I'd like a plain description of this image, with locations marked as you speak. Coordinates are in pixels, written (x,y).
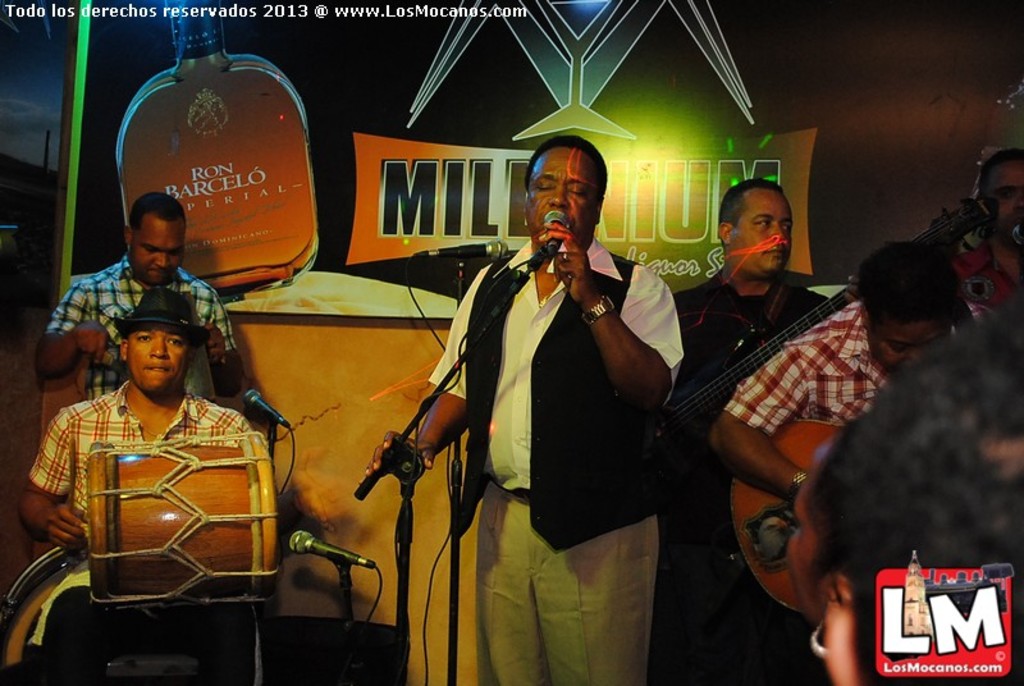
As we can see in the image, there is a banner (475,125). The man (166,407) on the left side (96,511) is holding musical drums (157,533) in his hands (76,510) and the man (524,478) in the middle (537,229) is holding mic (552,216) and on the right side (816,405) there are two people (744,297) holding guitars (707,407) in their hands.
